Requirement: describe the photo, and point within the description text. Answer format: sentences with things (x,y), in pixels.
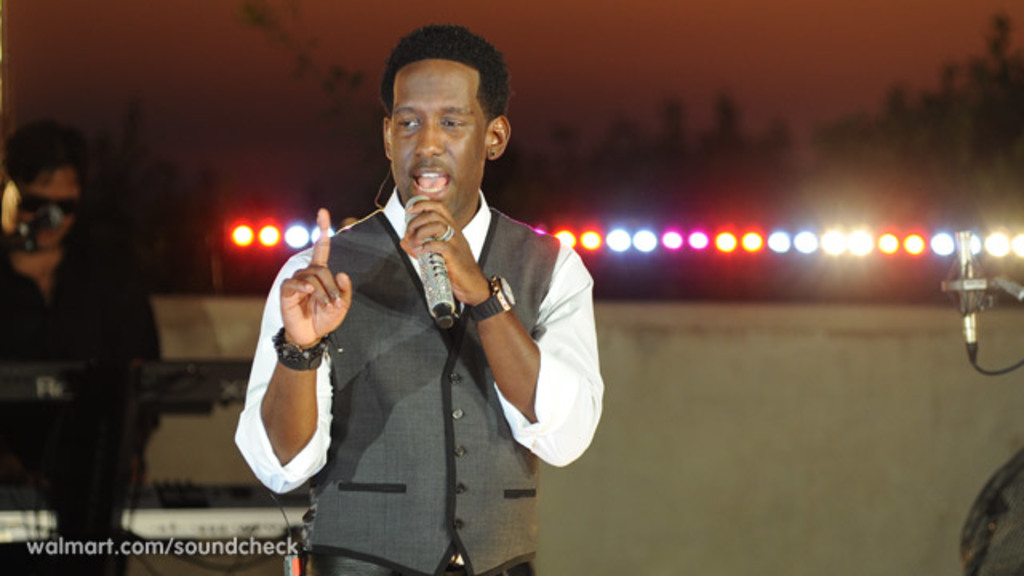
There is a person (378,366) wearing watch (502,297) and wristband (285,343) is holding mic (423,265). On the left side (91,296) there is another person (103,333). In front of him there is a keyboard (153,388). In the back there are lights (942,241). On the right side (972,273) there is a mic (969,303). And there is a watermark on the left corner (50,543).
